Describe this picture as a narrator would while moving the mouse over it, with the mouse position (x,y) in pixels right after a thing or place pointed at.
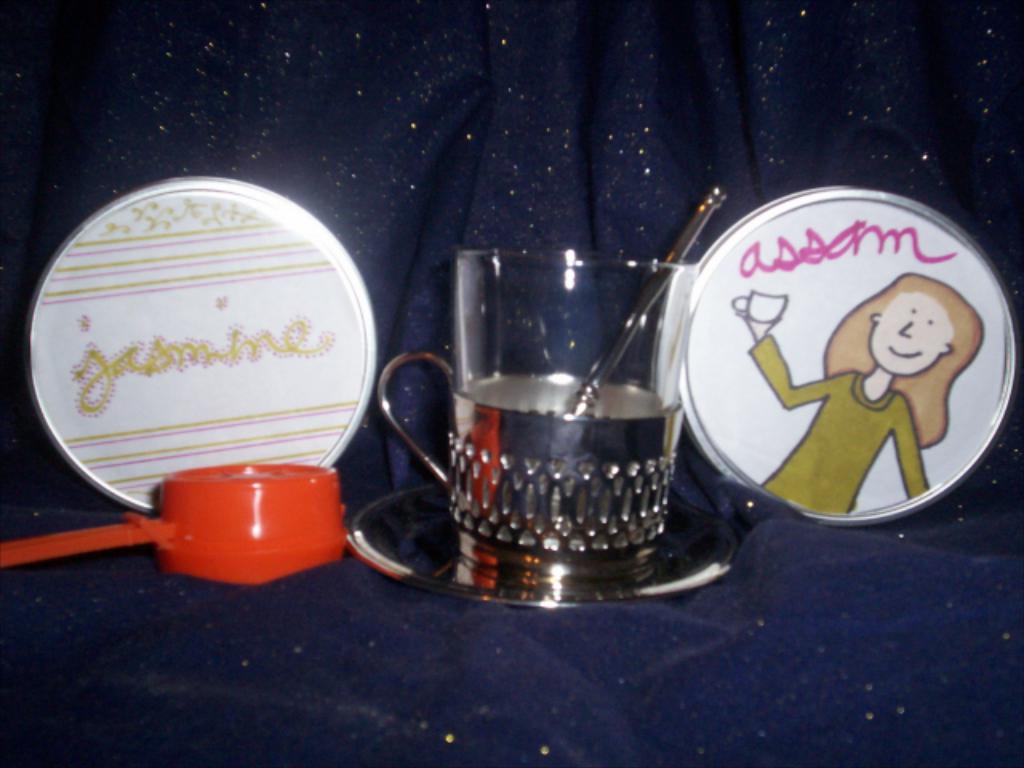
At the bottom of the image (480,619) there is a cloth (908,665). In the middle of the image (614,432) there is a saucer (556,582), a cup (583,554) and a few things (831,405) on the cloth (524,659).
